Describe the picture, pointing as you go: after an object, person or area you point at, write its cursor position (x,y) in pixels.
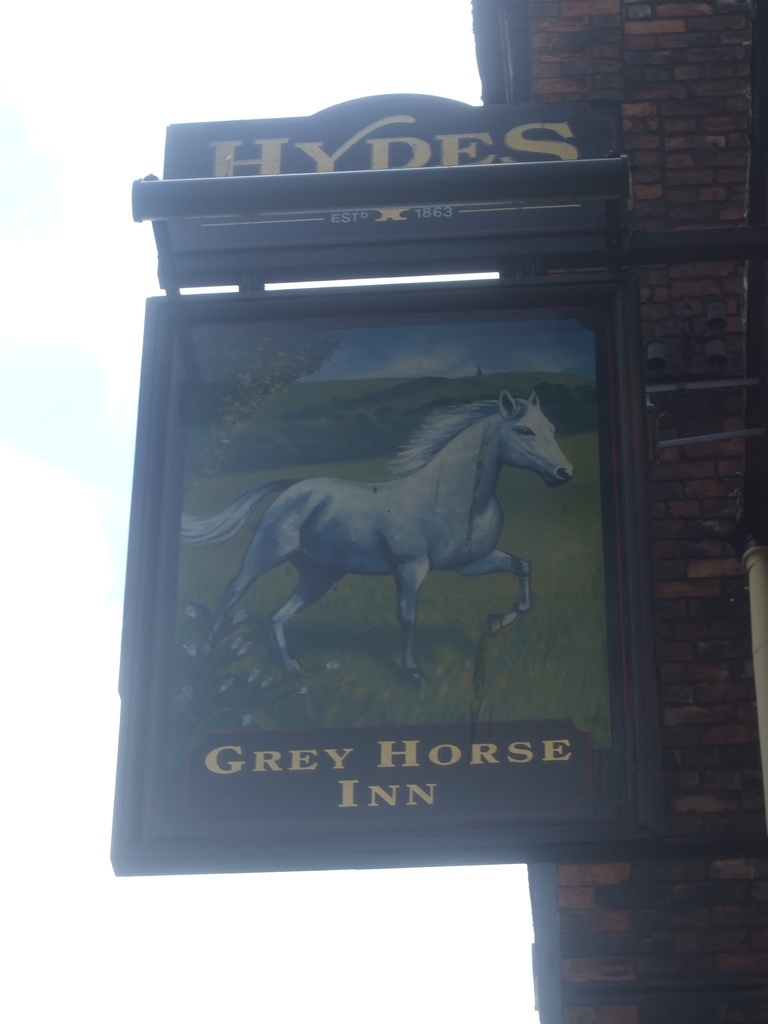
In this image I can see the board (381,684) attached to the wall (696,634) and I can see the horse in the board (246,478). In the background (88,77) I can see the sky (61,176) in white color.
